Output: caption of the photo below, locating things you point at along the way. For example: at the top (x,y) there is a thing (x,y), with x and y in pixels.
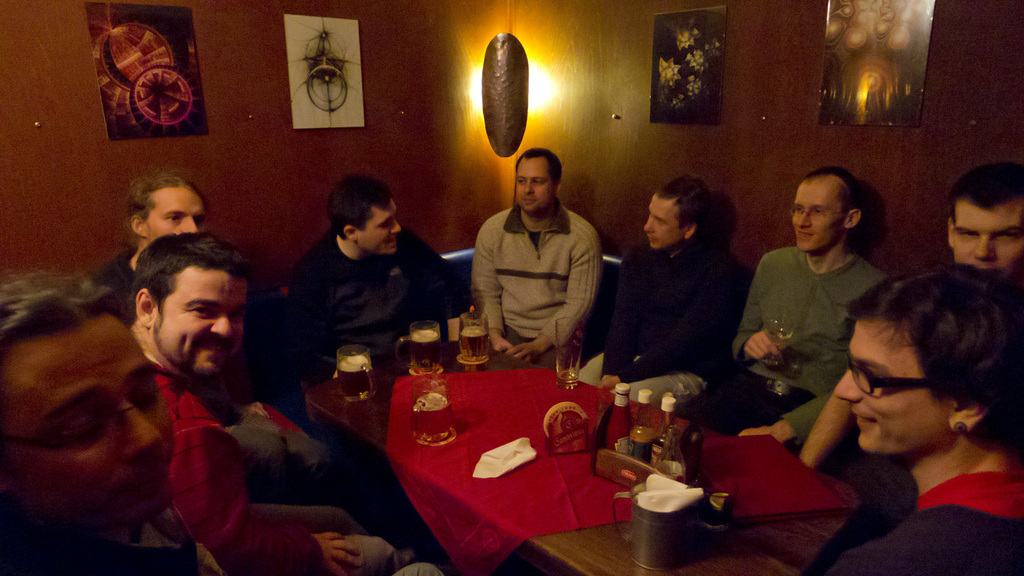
In this image we can see few people (880,385) are sitting on the chairs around the table (686,570). We can see beer jugs (367,381), bottles (642,441), tablecloth (496,499) and tissues (487,463) on the table (607,490). There are few photo frames (151,105) attached on the wall (542,85). This is the lamp light (505,101).
